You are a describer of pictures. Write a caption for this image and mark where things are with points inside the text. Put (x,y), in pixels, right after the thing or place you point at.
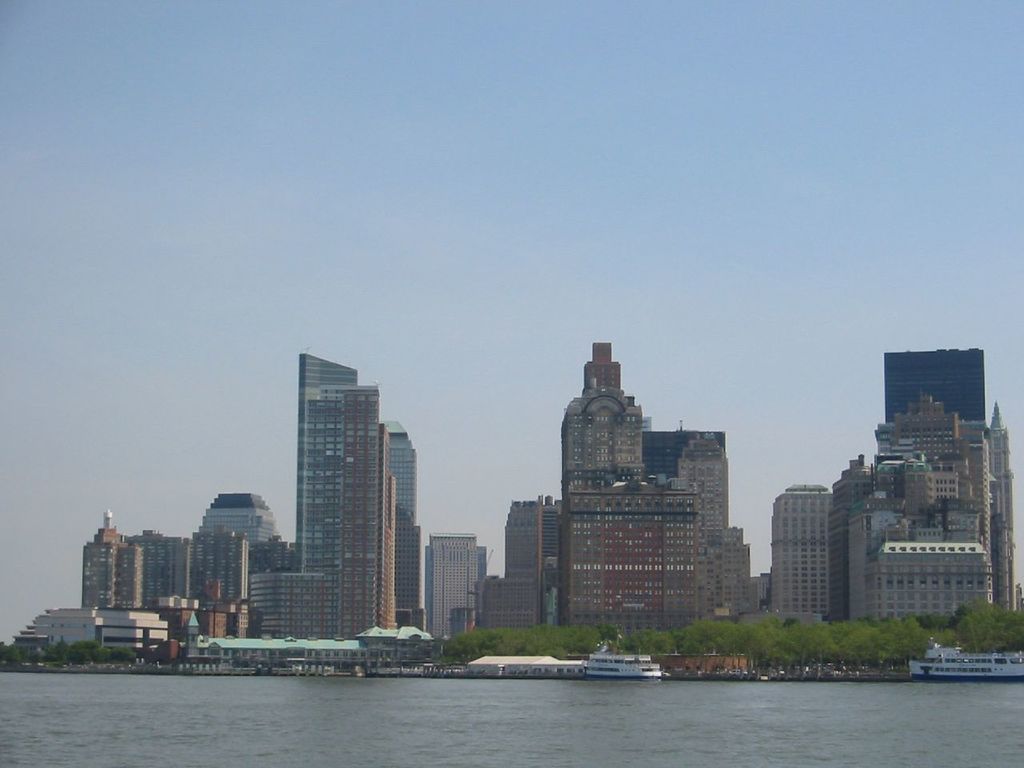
In this image in front (921,677) there are ships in the water (688,717). In the background of the image (450,628) there are buildings (421,611), trees (848,626) and sky (641,180).
